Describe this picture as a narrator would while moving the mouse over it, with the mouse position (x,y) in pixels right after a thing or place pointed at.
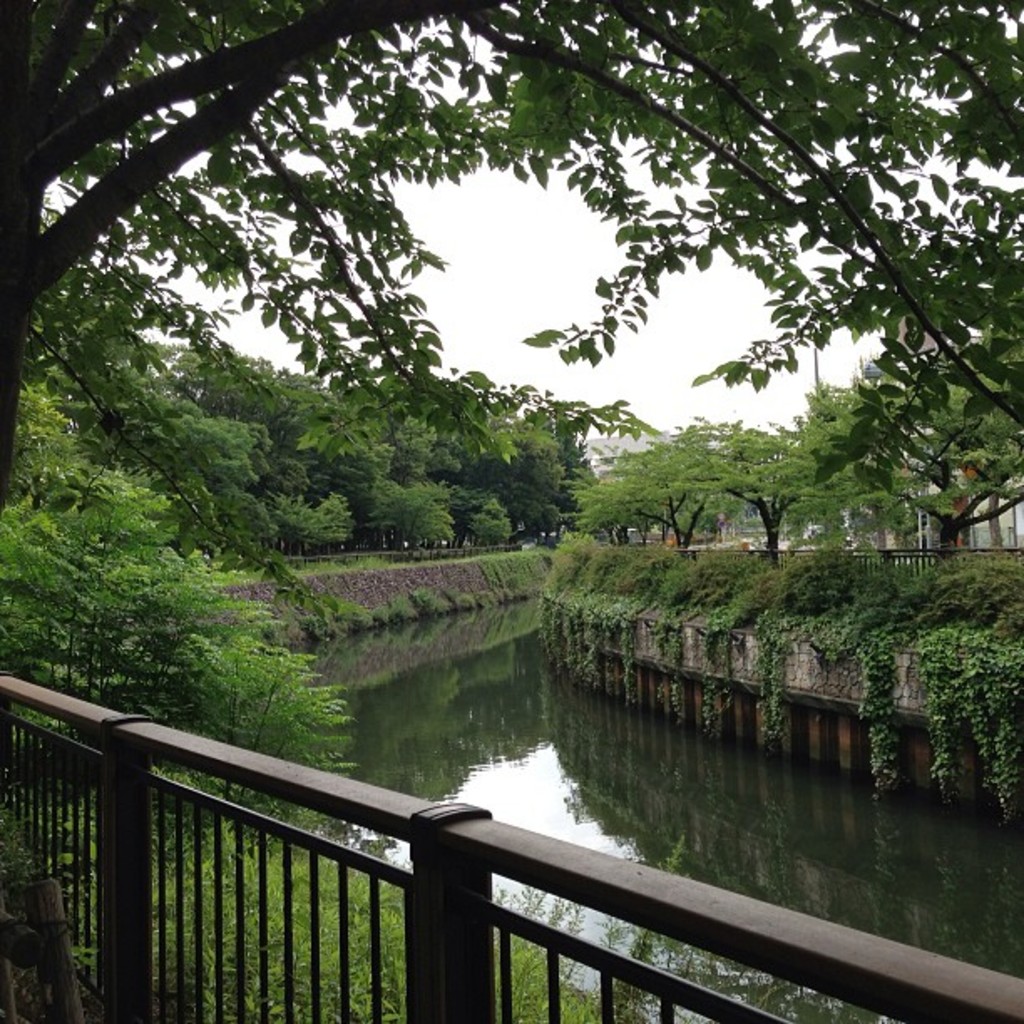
We can see fence (477,963), grass (515,996) and water (717,836). Background (1016,556) we can see trees (751,467), plants (919,587) and sky (466,279).
